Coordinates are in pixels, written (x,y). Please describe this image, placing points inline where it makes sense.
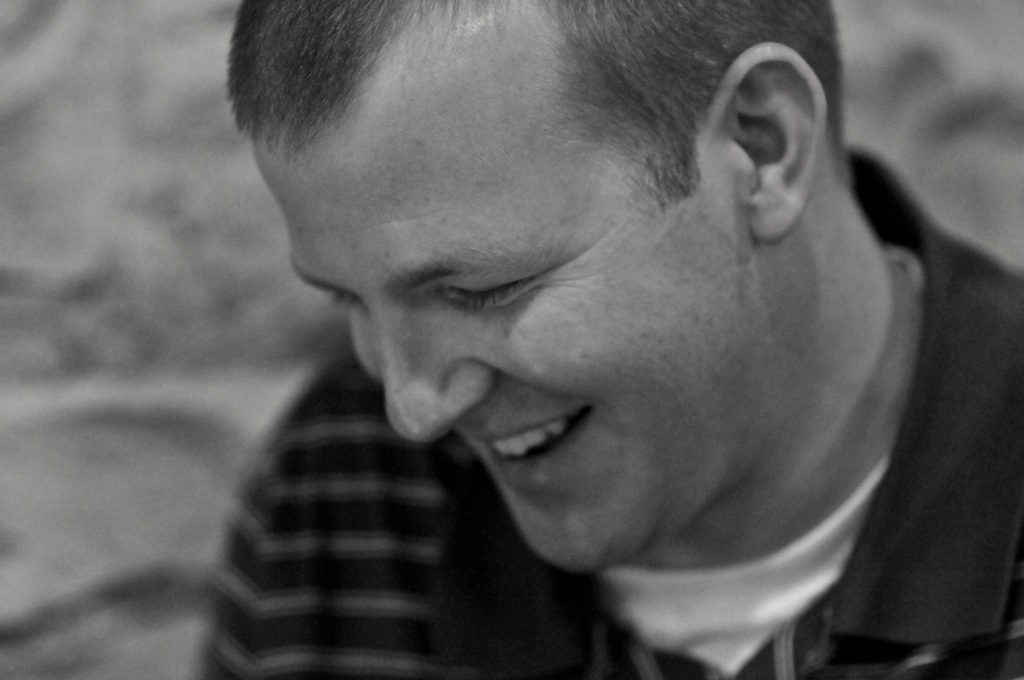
There is a man (575,533) smiling. In the background (104,37) it is blur.
